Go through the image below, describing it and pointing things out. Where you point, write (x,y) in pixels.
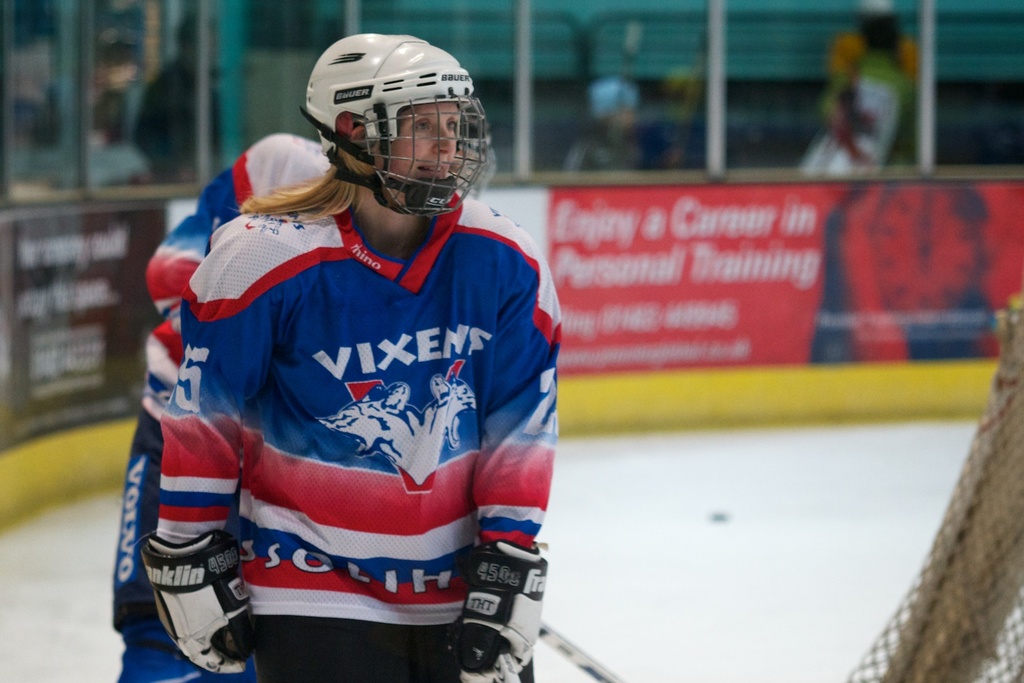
There is a woman (384,53) wearing white color helmet (438,86), smiling and standing. In the background (249,170), there is other person (245,184), there are hoardings (977,267), persons (632,120) and other objects (504,37).
